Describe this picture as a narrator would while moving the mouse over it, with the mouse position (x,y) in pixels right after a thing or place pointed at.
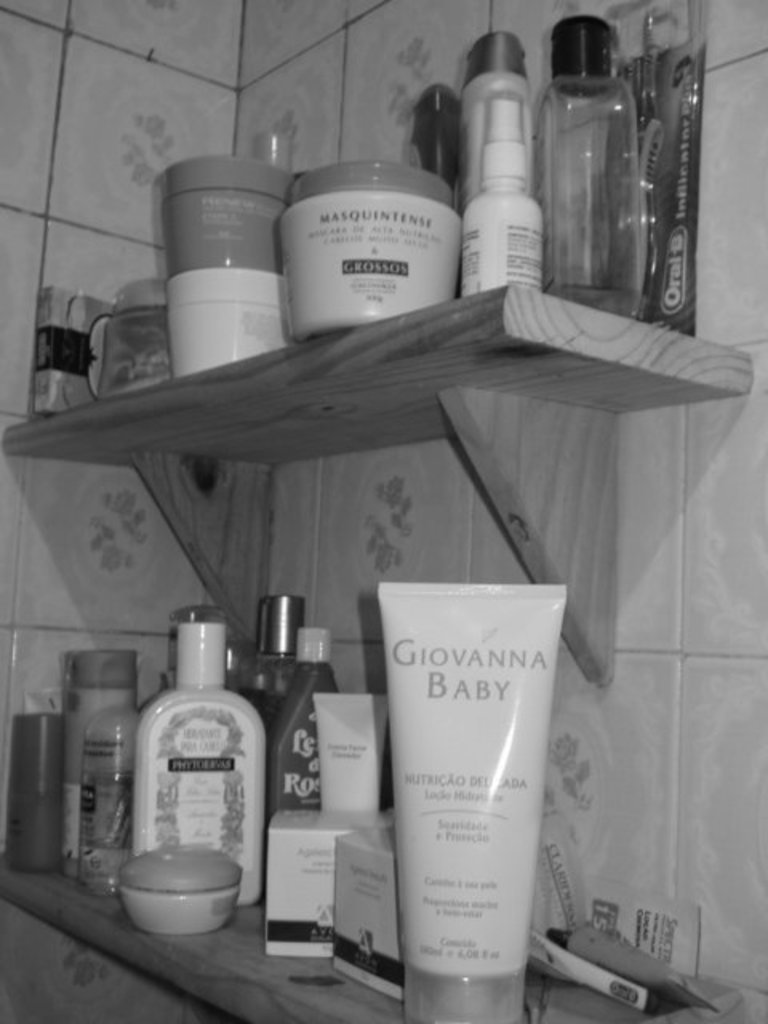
This is a black and white picture. Here we can see bottles (410,955), boxes (351,955), and other objects (409,875) on the shelves (266,1014). In the background (94,40) we can see wall (719,885).
